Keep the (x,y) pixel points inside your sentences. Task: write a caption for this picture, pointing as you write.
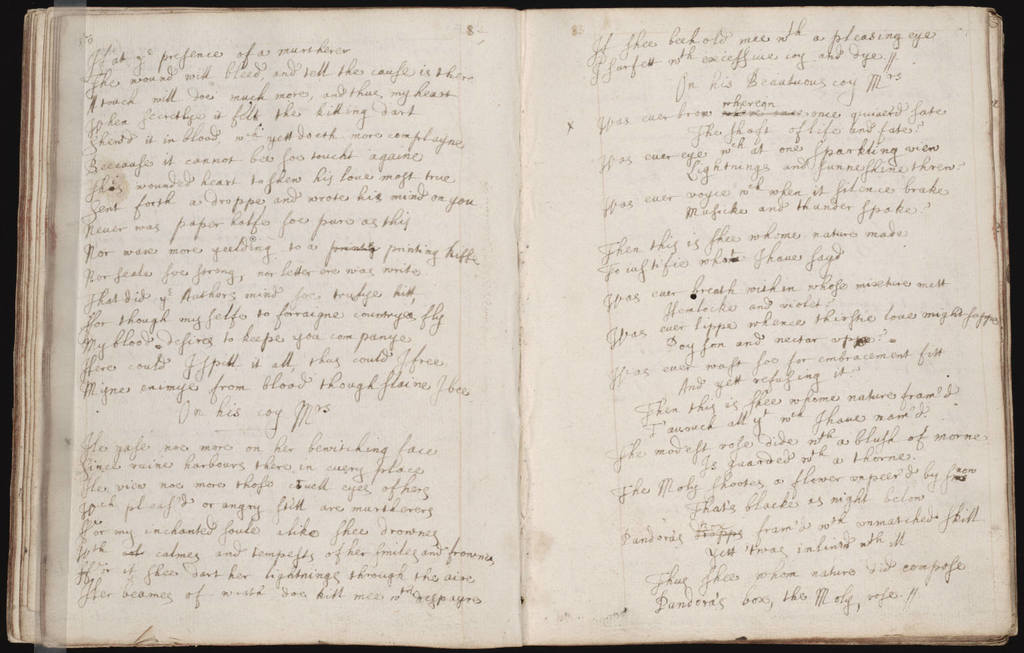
In this picture I can see an open book (345,337) on which I can see something written on it.
